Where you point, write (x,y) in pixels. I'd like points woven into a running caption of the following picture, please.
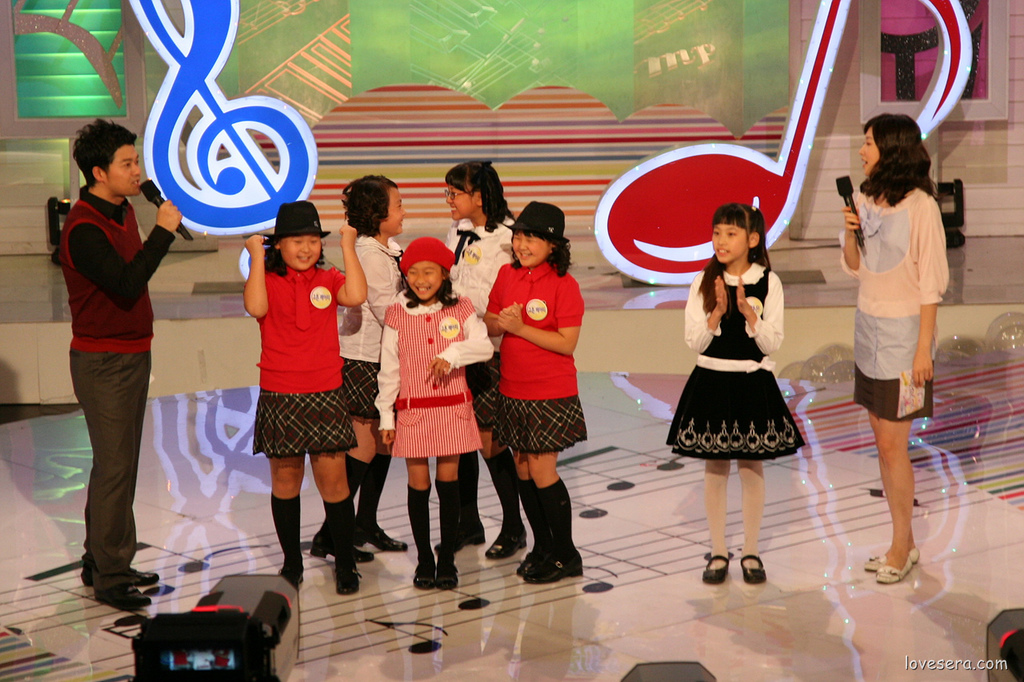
In the center of the image (372,356) we can see people (737,308) standing. The lady (879,246) and a man (150,326) are holding mics (180,233) in their hands (164,224). In the background (312,183) there are boards (760,171). At the bottom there are speakers (995,645).
